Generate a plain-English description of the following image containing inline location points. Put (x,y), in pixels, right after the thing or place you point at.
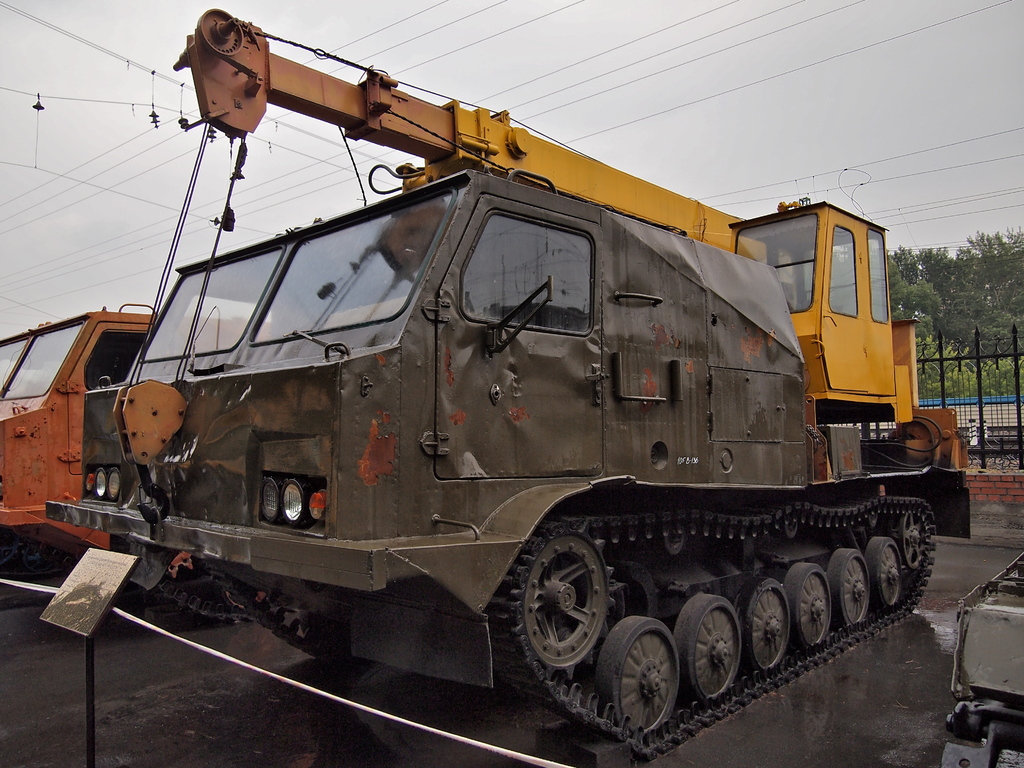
In the image we can see vehicles (431,455). Here we can see wheel (549,596) and wet road (886,719). Here we can see electric wires (620,69), fence (959,387), trees (931,291) and the sky (789,122).
